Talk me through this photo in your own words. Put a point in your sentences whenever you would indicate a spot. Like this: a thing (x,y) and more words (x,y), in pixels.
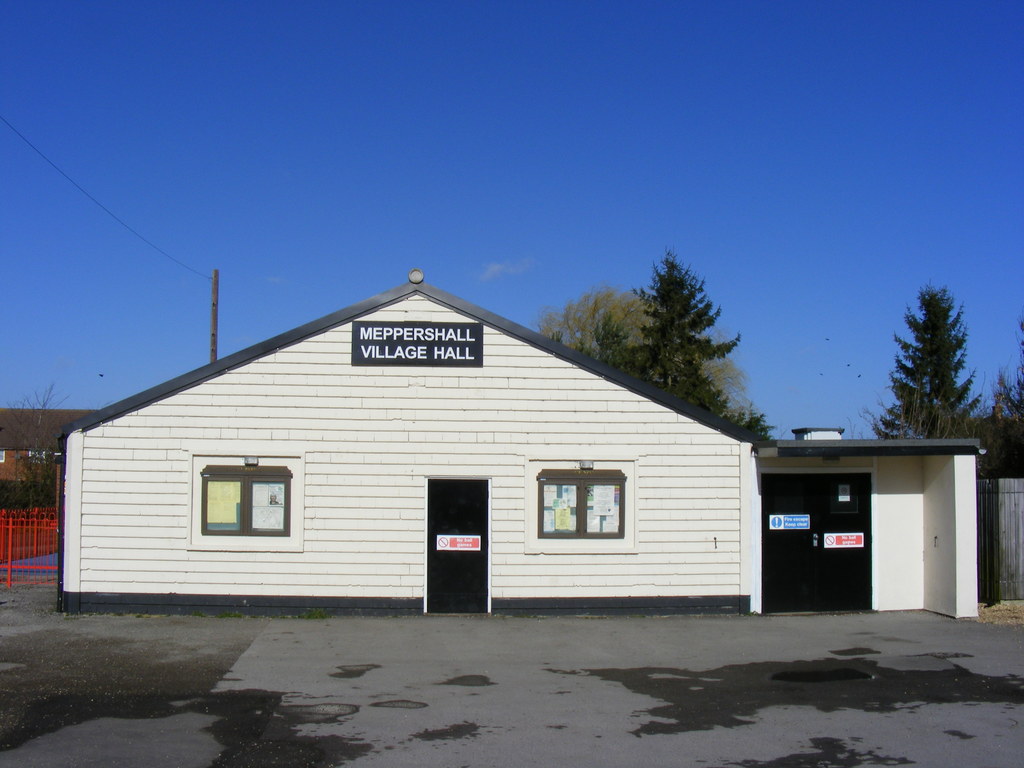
Sky (515,241) is in blue color. Houses (305,470) with windows (541,508). Here we can see trees (1023,435) and red fence (10,536). Posters (275,504) are on windows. Sign Boards (799,521) are on black doors (462,517).
